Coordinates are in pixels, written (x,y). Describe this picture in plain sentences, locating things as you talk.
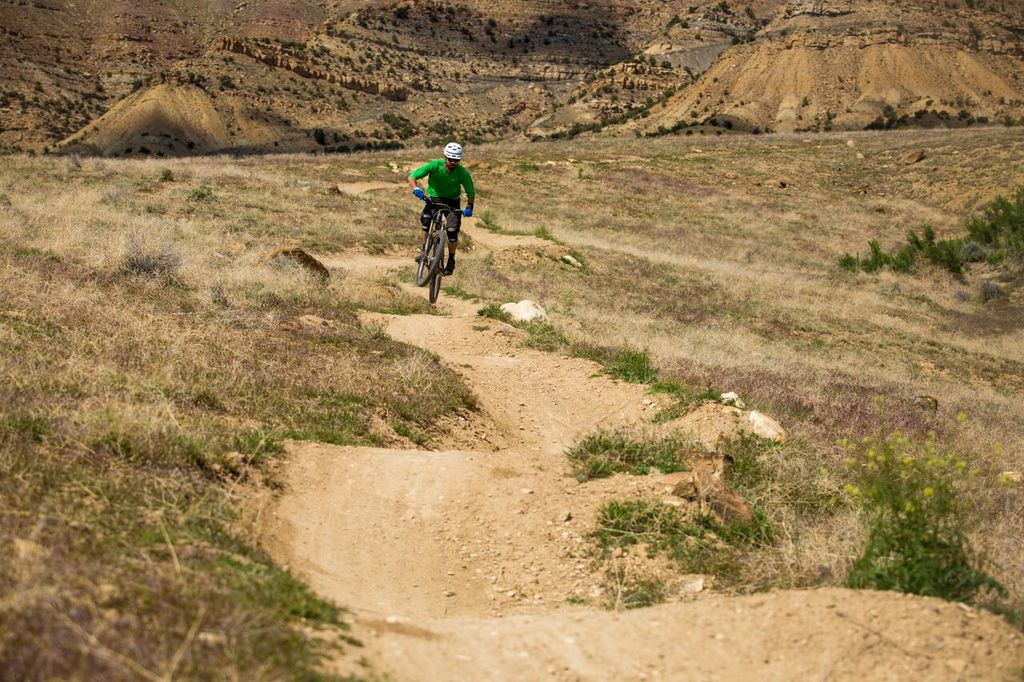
There is a man (439,185) riding bicycle (441,204) and wore helmet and gloves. We can see plants (1016,230) and grass (664,242).
